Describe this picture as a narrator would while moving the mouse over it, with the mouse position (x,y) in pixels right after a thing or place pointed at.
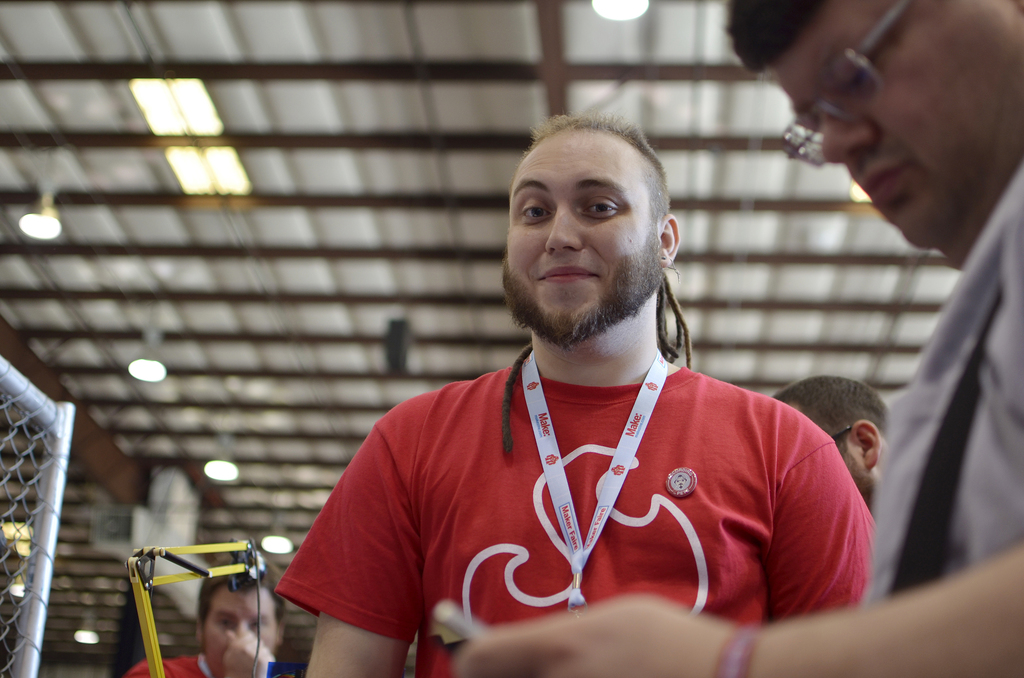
In this image, we can see a person (540,427) is watching and smiling. Background (97,278) there is a blur view. On the right side (969,485) and left side (224,631), we can see people (956,199). Here we can see a person's head (830,403). Here there are few lights (22,543), rods (259,373), mesh (43,501) and few objects (183,478).
